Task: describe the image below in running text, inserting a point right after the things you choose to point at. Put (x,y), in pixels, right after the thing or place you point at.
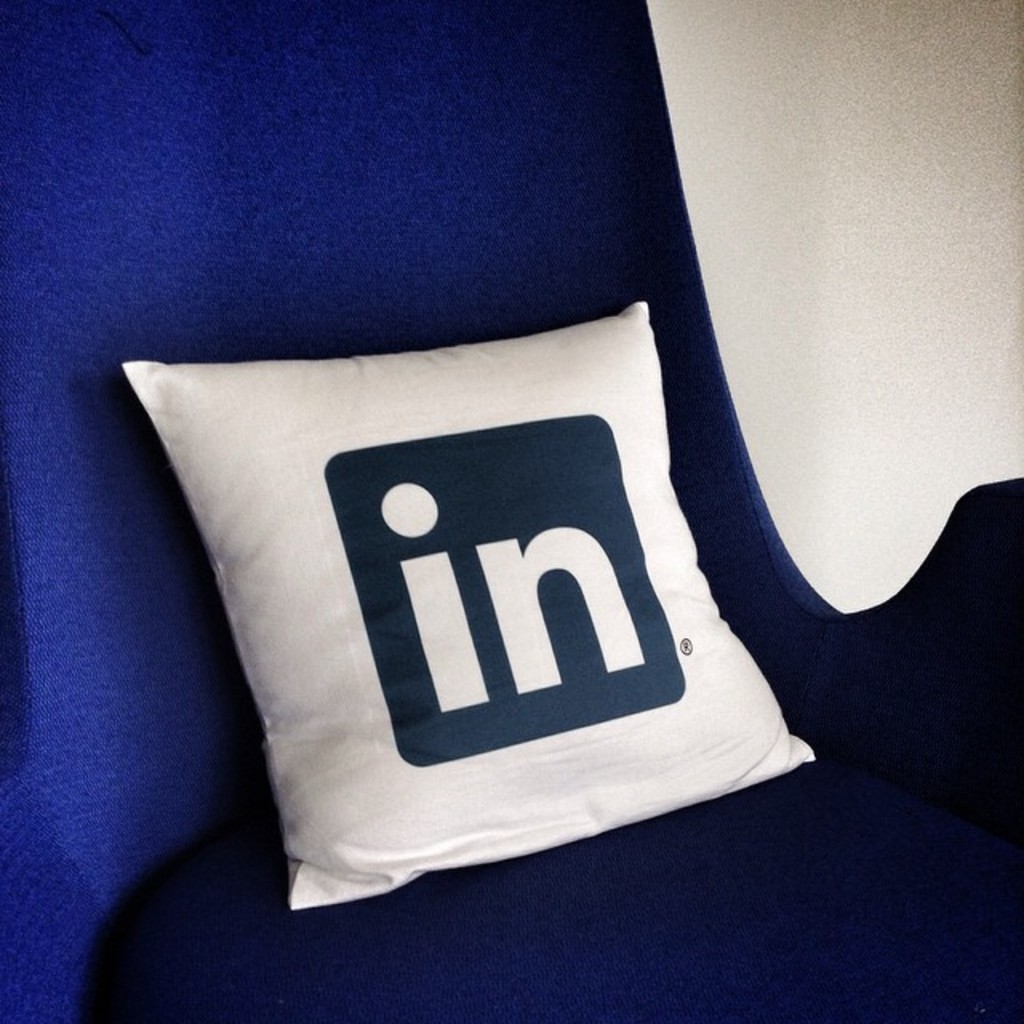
This image is taken indoors. In the background (830,329) there is a wall (850,267). In the middle of the image (440,594) there is a pillow (490,617) with a text (512,592) on it on the couch (398,924).
